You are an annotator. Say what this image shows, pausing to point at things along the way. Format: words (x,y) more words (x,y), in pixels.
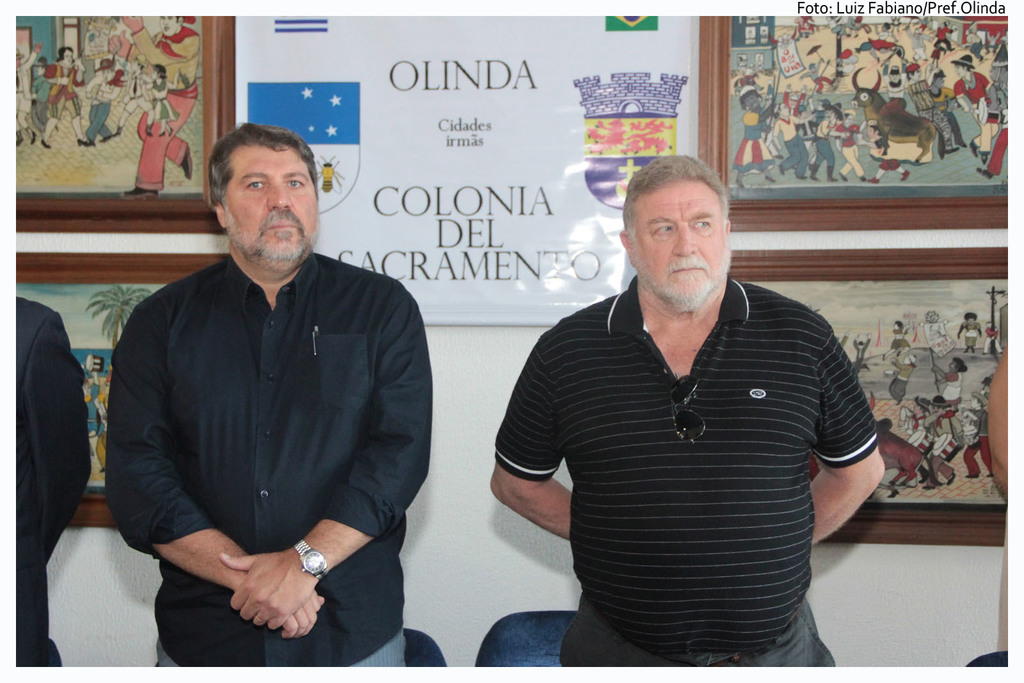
In this image we can see two persons (716,377) are standing, there are chairs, they are wearing the black dress (634,327), at the back (542,149) there is a wall (695,44) and photo frames (903,67) on it.
